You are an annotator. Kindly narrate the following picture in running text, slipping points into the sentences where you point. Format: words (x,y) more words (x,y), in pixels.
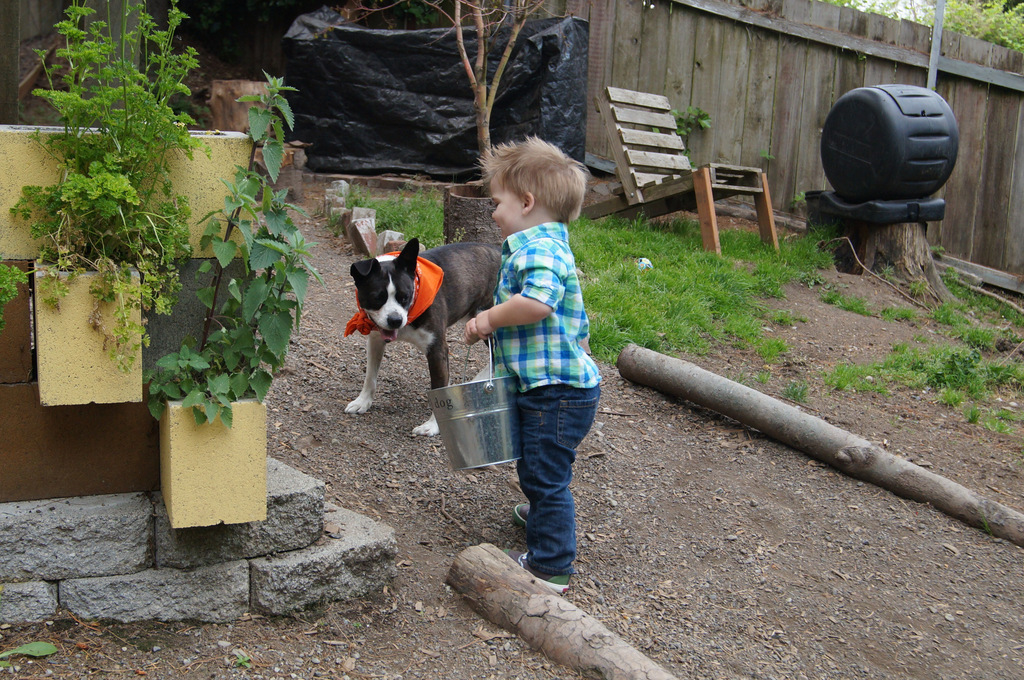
In the foreground of this image (560,309), there is a boy (526,421) holding a steel bucket (484,432) and there is a dog (395,280) in front of him. On the left (232,180), there are plants (236,371) and the wall (87,505). On the bottom (624,660) and the right, there are two wooden poles (805,447). In the background (941,208), there is a black object (898,172), a chair (640,209), grass (604,260), a black cover (364,93), a wooden wall (809,63), and greenery (981,19) on the top right corner (985,10).
